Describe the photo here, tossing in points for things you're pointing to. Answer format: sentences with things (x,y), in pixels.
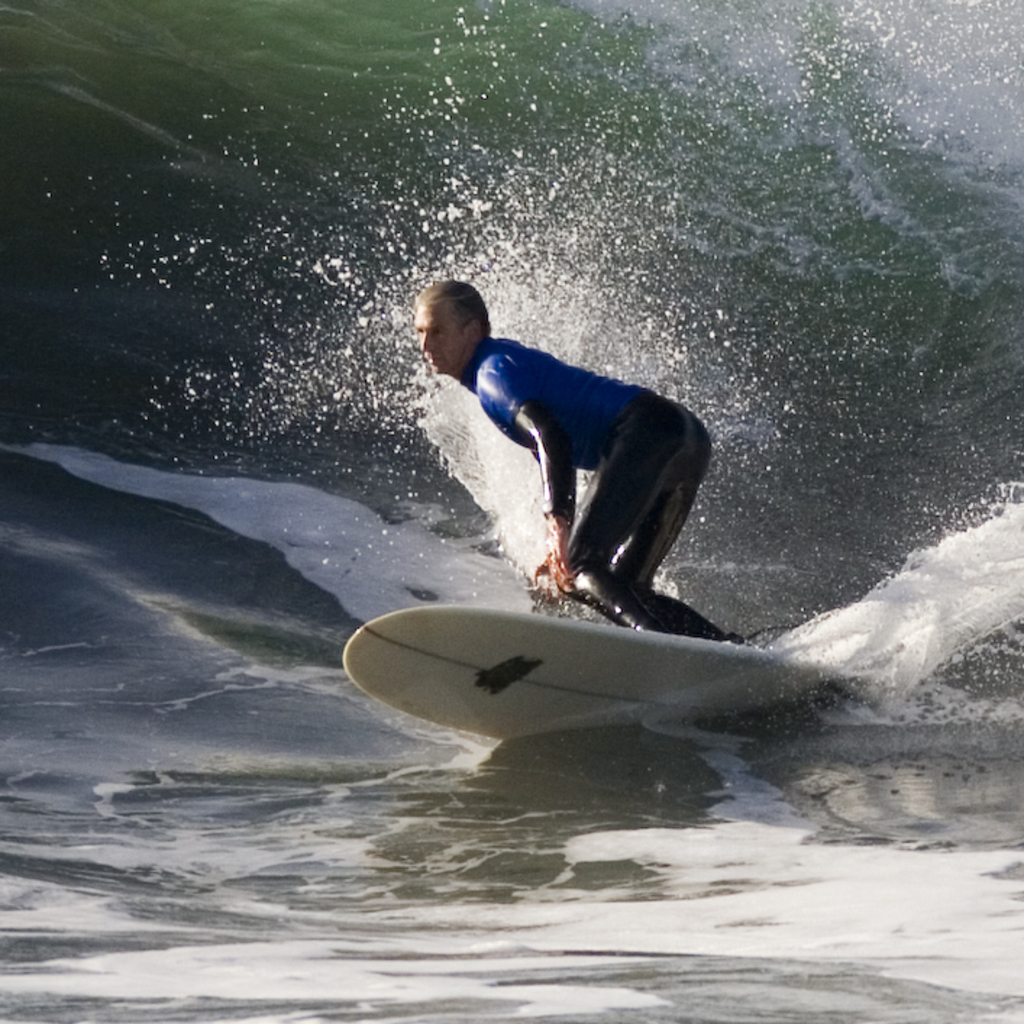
In this image we can see a man (551,580) surfing on the surface (305,41) of the water (700,44).
